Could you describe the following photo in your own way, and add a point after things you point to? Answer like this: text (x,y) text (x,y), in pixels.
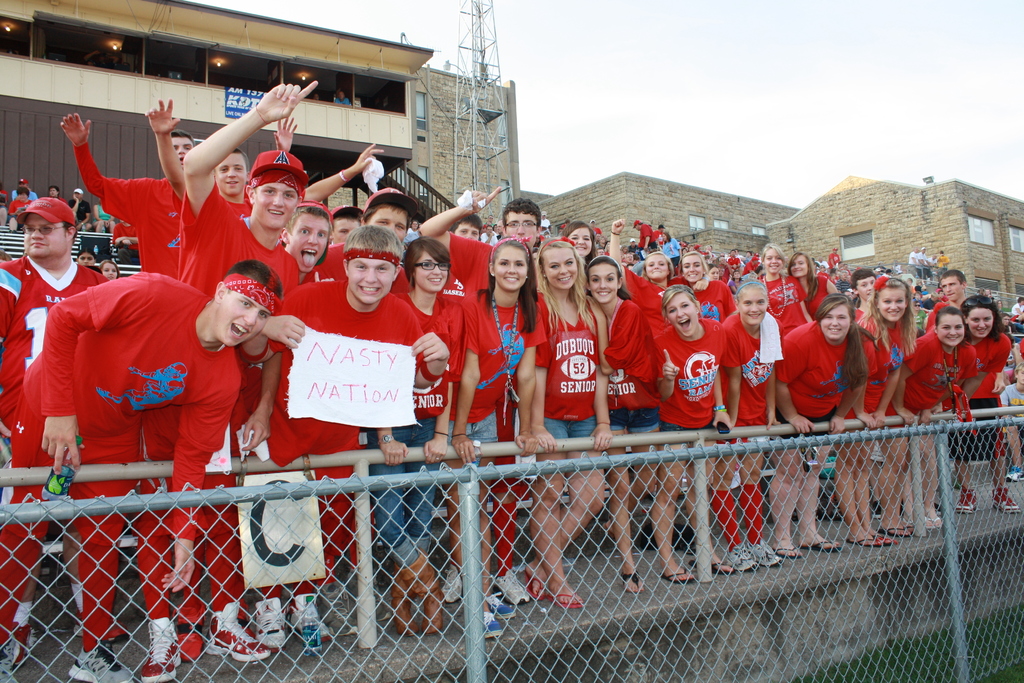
In this image in front (62,417) people (92,388) are standing by holding the metal fence (716,449). In the background (791,201) there are buildings (841,217), tower (474,134) and sky (897,61).
